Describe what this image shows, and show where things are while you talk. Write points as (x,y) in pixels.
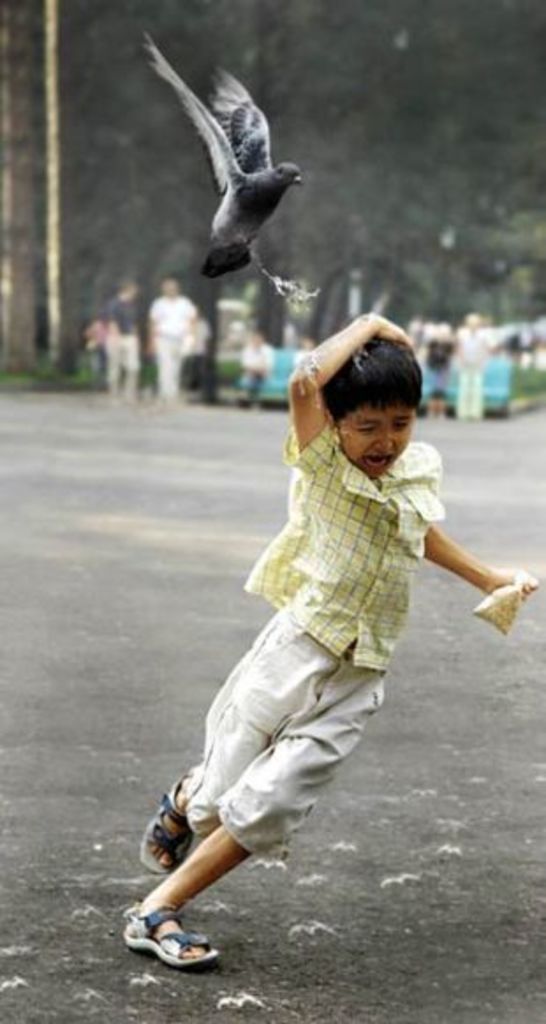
In this image there is a boy (293,673) running on the road (295,923). At the top of him there is a bird (235,192) which is emitting its shit (305,366) on the boy (307,410). In the background (152,335) there are people (204,345) standing on the road (168,418).
